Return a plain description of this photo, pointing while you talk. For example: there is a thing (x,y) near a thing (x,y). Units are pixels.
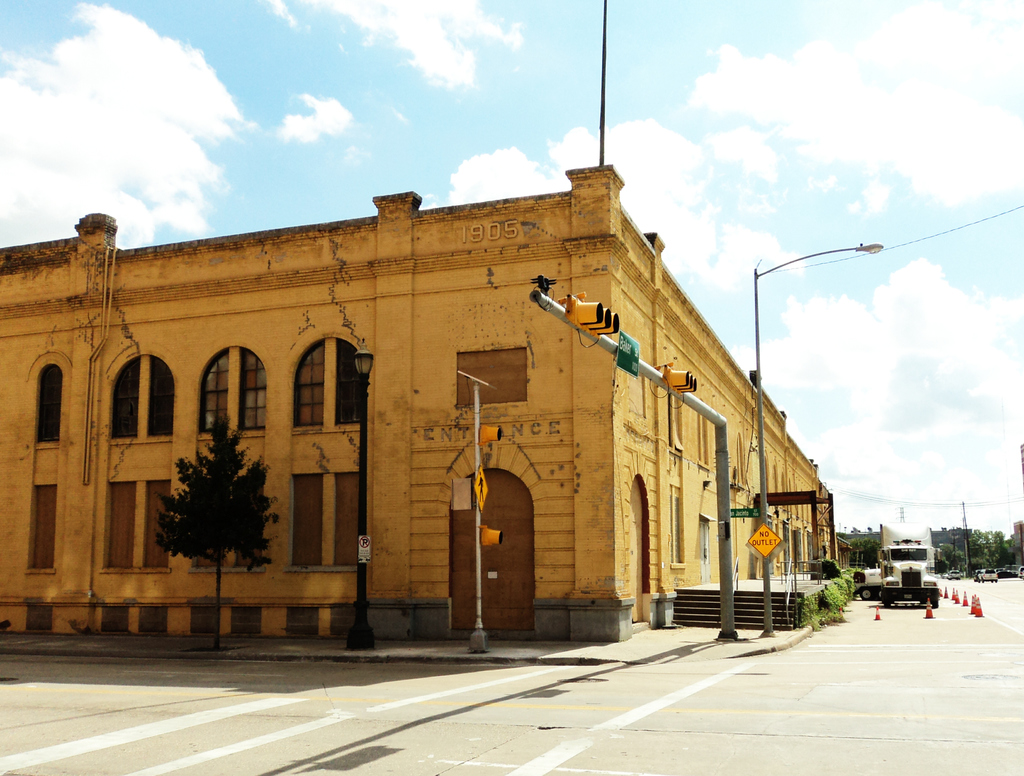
In this image there are some buildings (696,471), trees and in the foreground (796,576) there are poles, traffic signals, plants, staircase (793,615) and some vehicles (936,584) on the road (957,621). And also there are some barricades (966,598), at the top of the image (688,133) there is sky (525,116).
